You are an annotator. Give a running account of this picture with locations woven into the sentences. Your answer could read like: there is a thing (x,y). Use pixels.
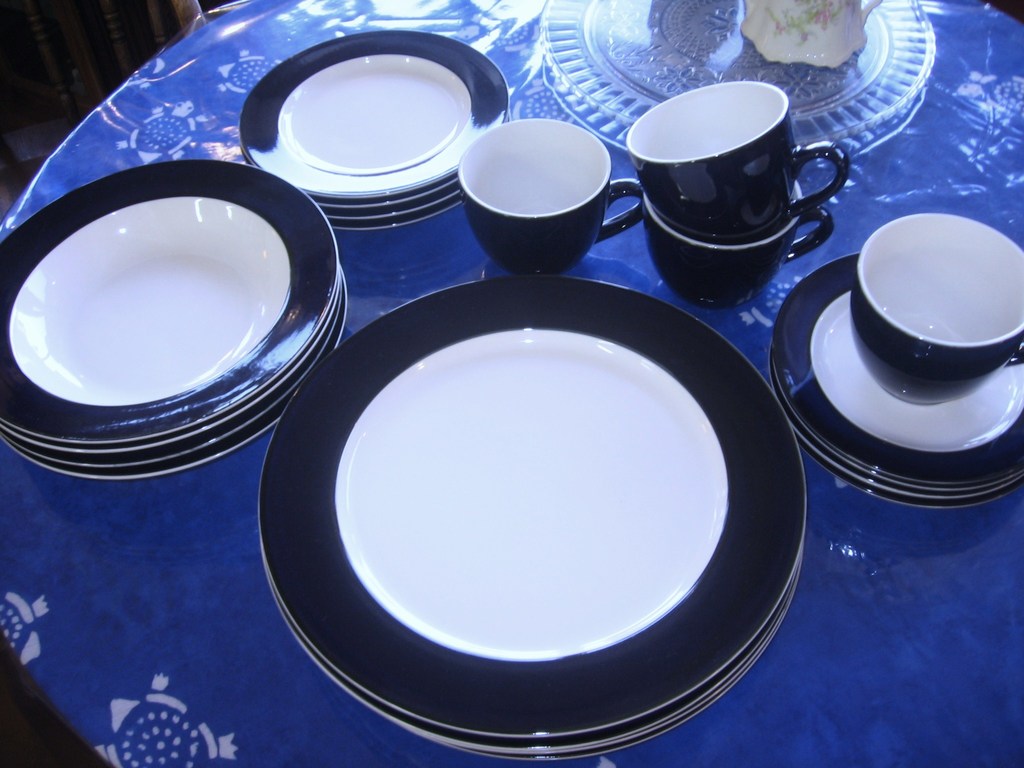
In this picture, we see the plates (470,316), cups (764,205), saucers (909,426) and a glass plate (619,31) are placed on the table (931,588). This table (931,588) is covered with a blue color sheet (933,683).
